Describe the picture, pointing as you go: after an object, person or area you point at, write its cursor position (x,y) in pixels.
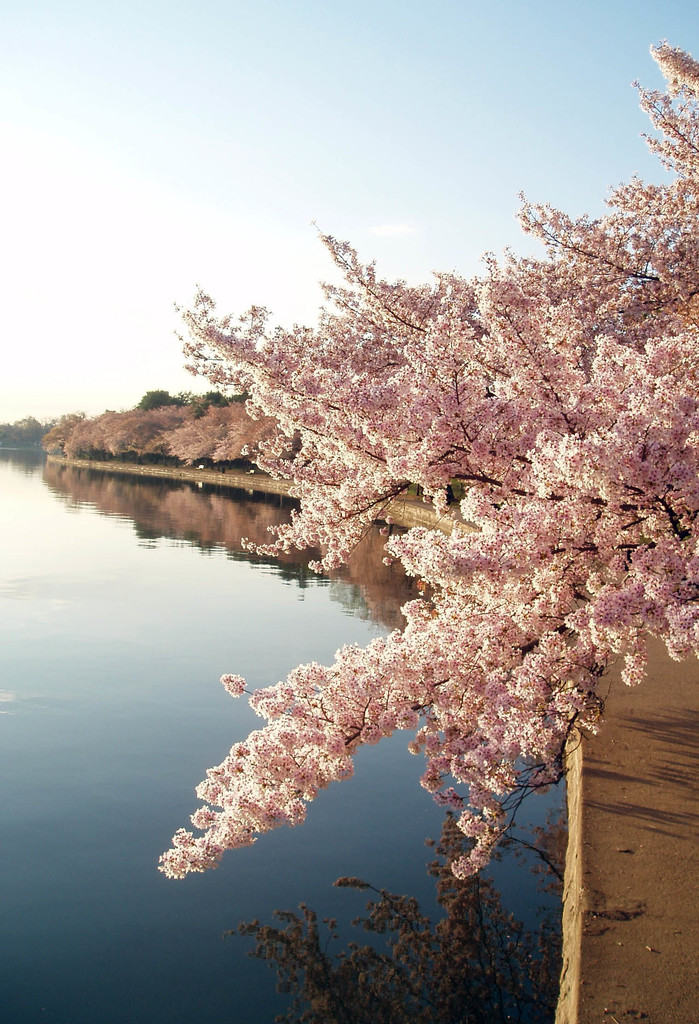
This picture is clicked outside. In the foreground (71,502) we can see a water body (119,676). On the right (521,323) we can see the flowers (471,370) and a tree (482,462). In the background (237,169) we can see the sky (228,164) and some other objects (177,442).
